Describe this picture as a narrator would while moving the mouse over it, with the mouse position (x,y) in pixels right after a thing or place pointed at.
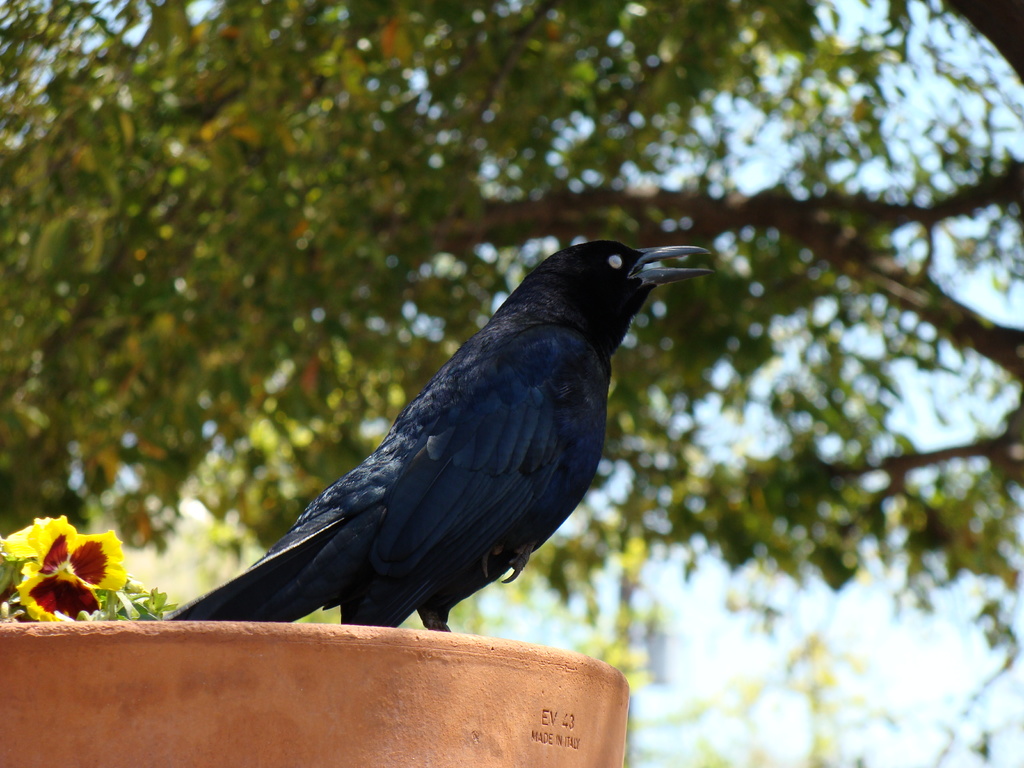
This image consists of a bird (393,476). On the left (43,601), there is a flower (76,552). In the background (343,280), there are trees (912,515). At the bottom (357,733), it looks like a flower pot (255,727).
